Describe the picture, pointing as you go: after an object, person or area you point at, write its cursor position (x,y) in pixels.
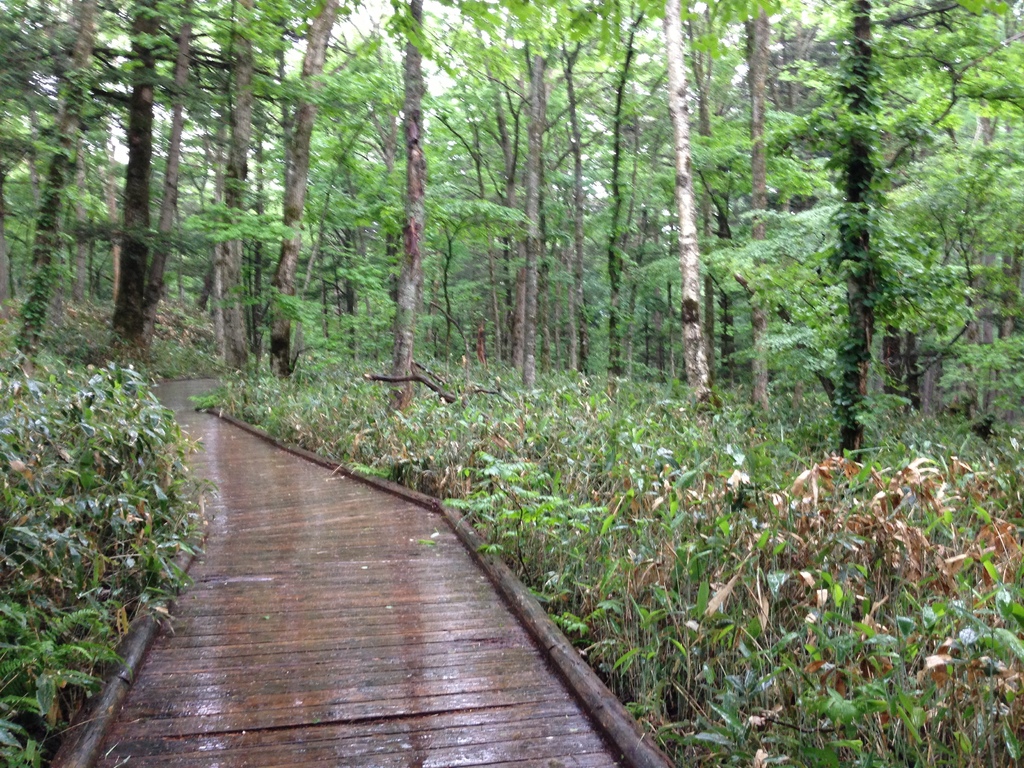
In this image I can see at the bottom (549,688) there is the wooden way (334,640) and there are trees (555,327) on either side of this image.
